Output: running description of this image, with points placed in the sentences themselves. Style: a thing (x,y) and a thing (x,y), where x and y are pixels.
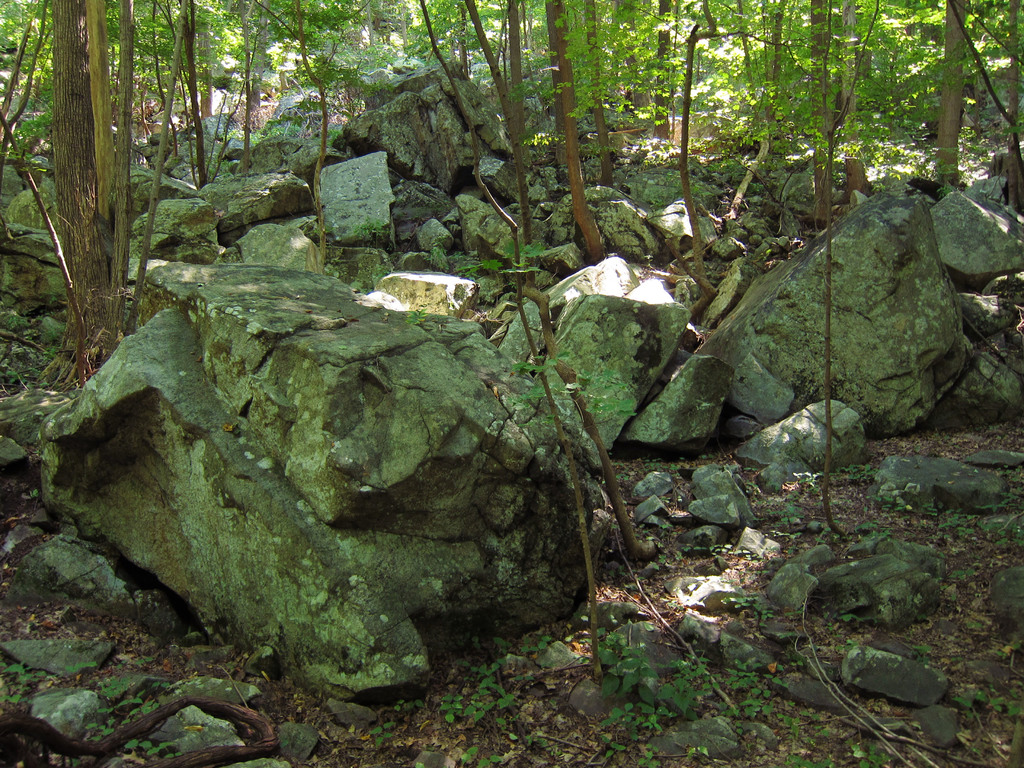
In this picture I can see rocks (540,457), plants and trees (110,160).
